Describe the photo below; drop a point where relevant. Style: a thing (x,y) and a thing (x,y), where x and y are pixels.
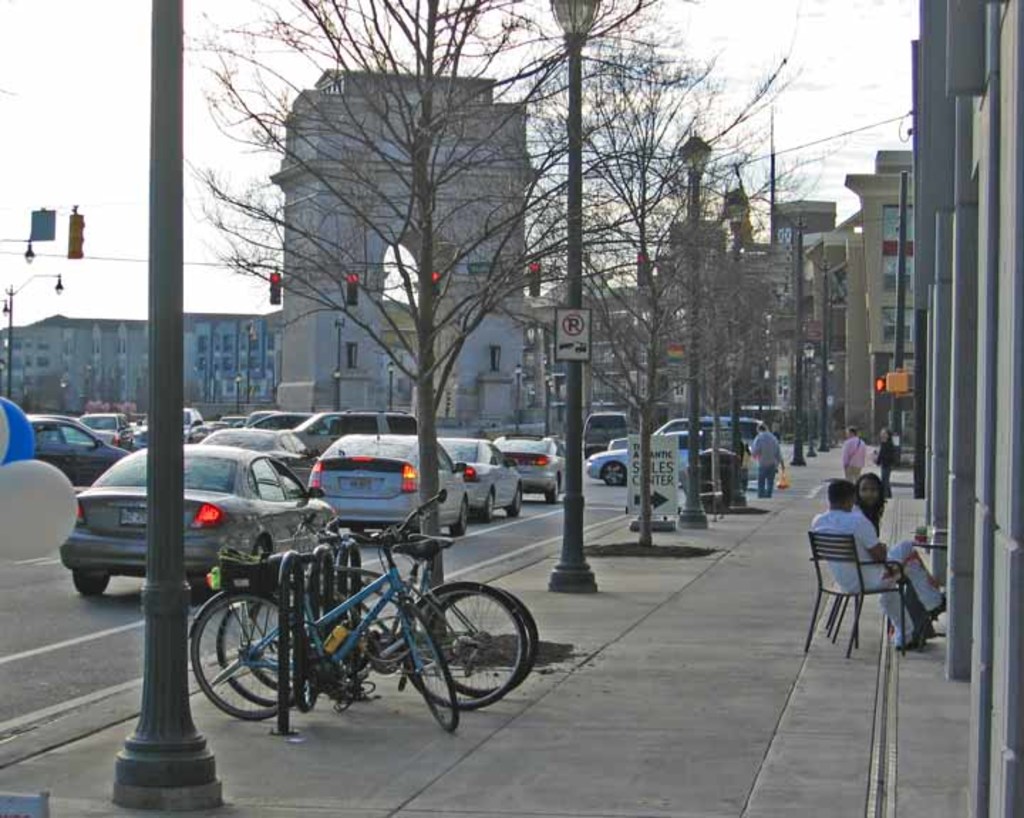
In the picture we can see a path (743,693) near the building (991,461) on it, we can see a man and a woman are sitting on the chairs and behind them, we can see some poles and lamps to it and some dried trees (419,350) on the path (432,756) and beside it, we can see a road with some vehicles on it and behind it, we can see a gateway (456,371) and beside it we can see some poles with traffic lights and in the background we can see house buildings (12,387) with windows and glasses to it and behind it we can see a sky (537,49).
